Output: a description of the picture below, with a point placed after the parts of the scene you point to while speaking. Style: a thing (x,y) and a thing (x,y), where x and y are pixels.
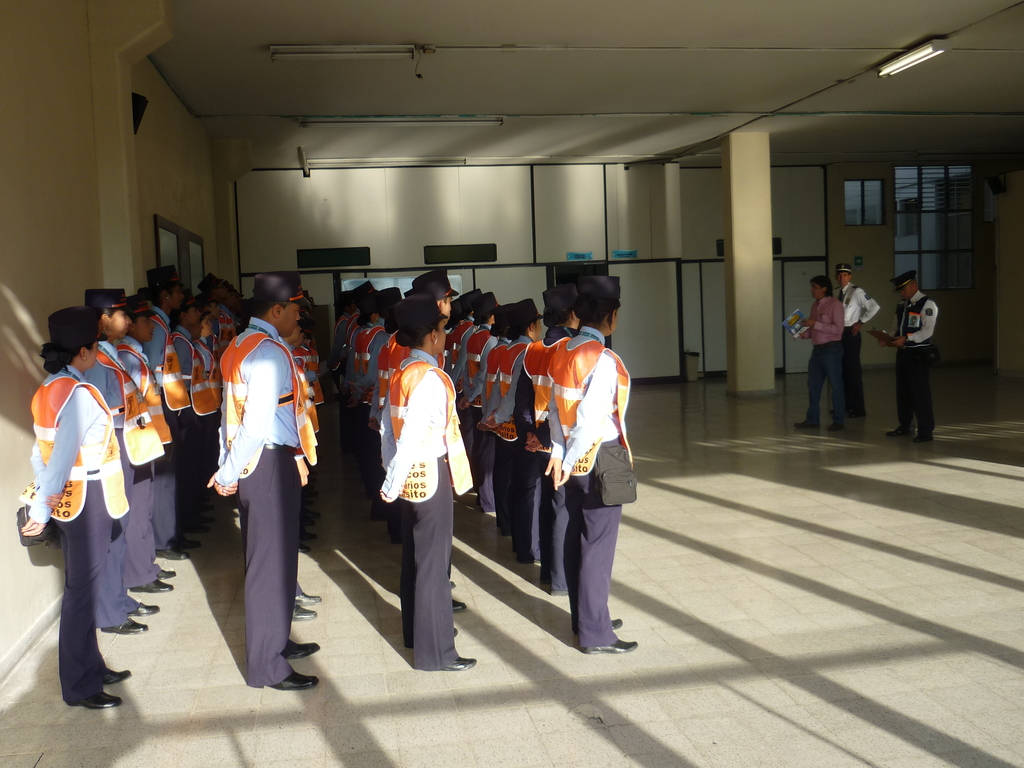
In this image I can see the floor (814,550), number of persons (457,449) are standing on the floor (787,497), the wall (84,229), few doors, a window (967,237), a pillar (764,262), the ceiling (732,87) and few lights (424,119) to the ceiling (624,83).
